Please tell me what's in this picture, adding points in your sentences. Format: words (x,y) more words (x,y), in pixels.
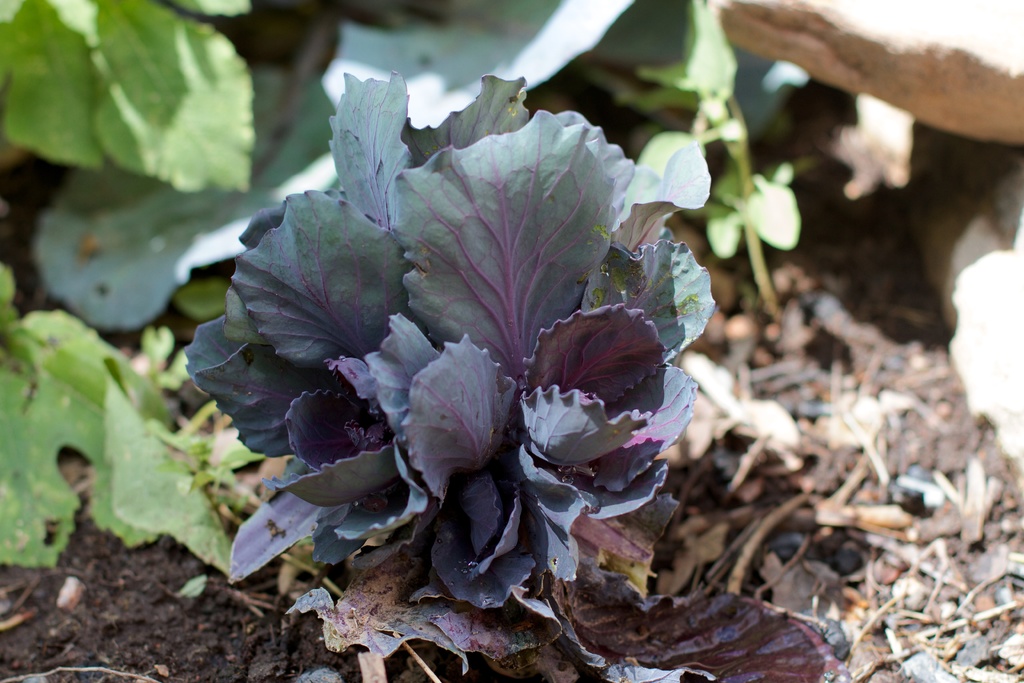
In this image we can see there are some plants (530,305), also we can see there are some stones (905,70) and leaves (762,483) on the ground (136,625).
